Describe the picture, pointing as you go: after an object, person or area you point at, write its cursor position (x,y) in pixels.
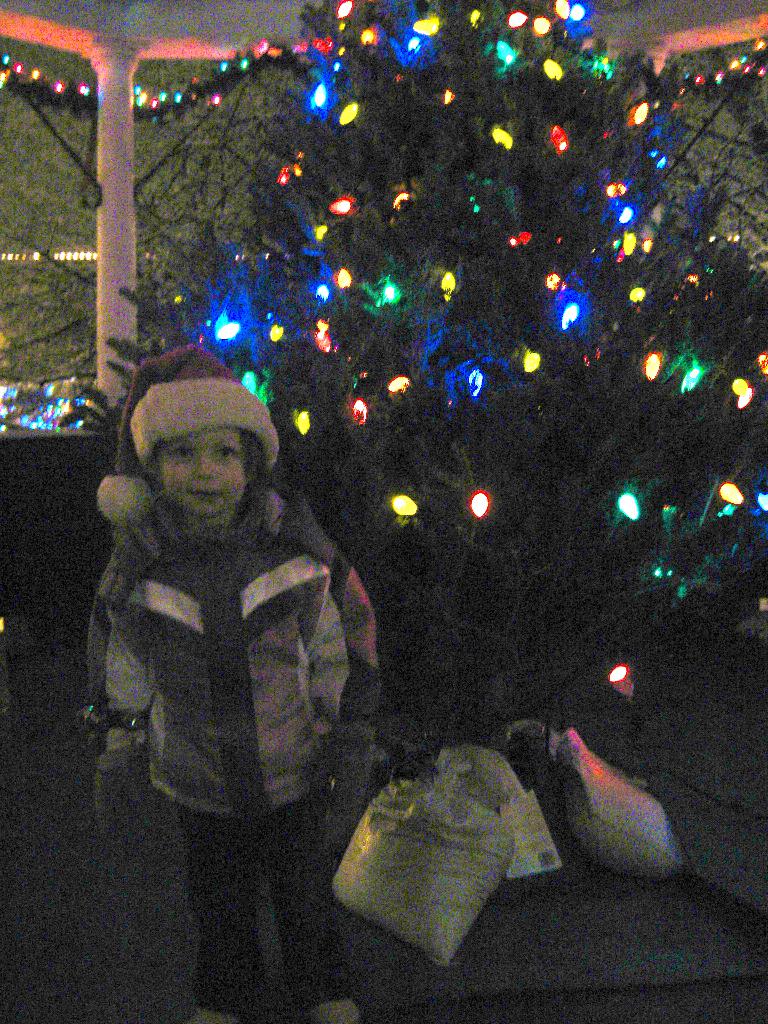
In this image we can see a child (192,645) wearing cap (200,417). There is a tree (436,383) with light decoration (443,278). Near to that there are packets (474,785). In the back (135,285) there is a pillar (130,233). And it is looking blur. Also there are light decorations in the background (163,90).
